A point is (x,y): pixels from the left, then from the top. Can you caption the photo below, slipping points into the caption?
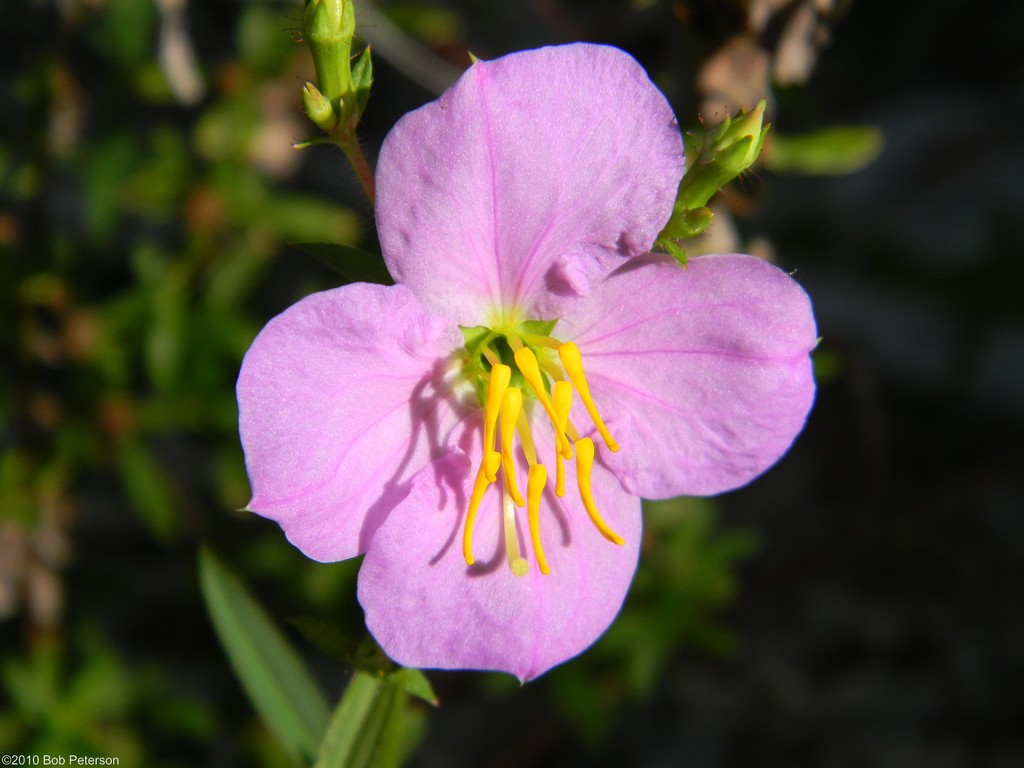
In this image we can see a flower (547,363) and buds (321,81) on the stem (366,696) of a plant (363,708). In the background (81,753), we can see some plants (151,294). At the bottom (110,760) we can see some text (18,765).
